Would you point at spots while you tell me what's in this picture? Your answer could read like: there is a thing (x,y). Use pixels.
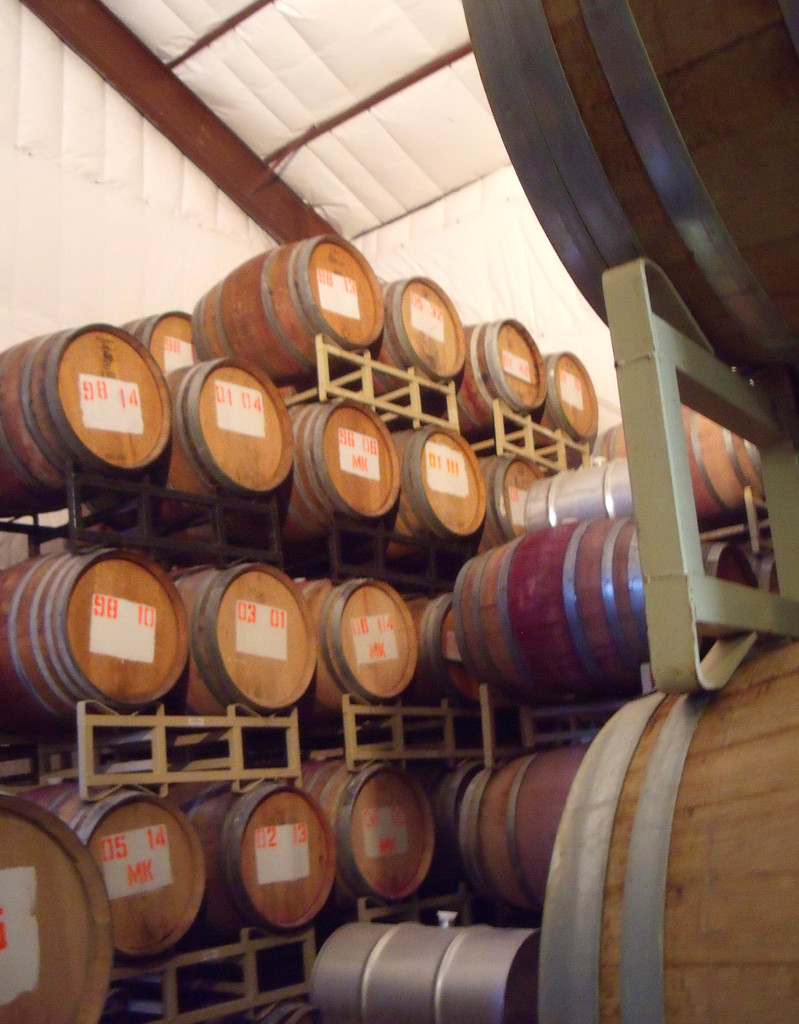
In this image, we can see wooden barrels (308,660) are placed on the rod stands (210,1020). On few wooden barrels (321,591), we can see numbers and letters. Background (48,223) we can see white color objects (78,237) and rods (291,208).
